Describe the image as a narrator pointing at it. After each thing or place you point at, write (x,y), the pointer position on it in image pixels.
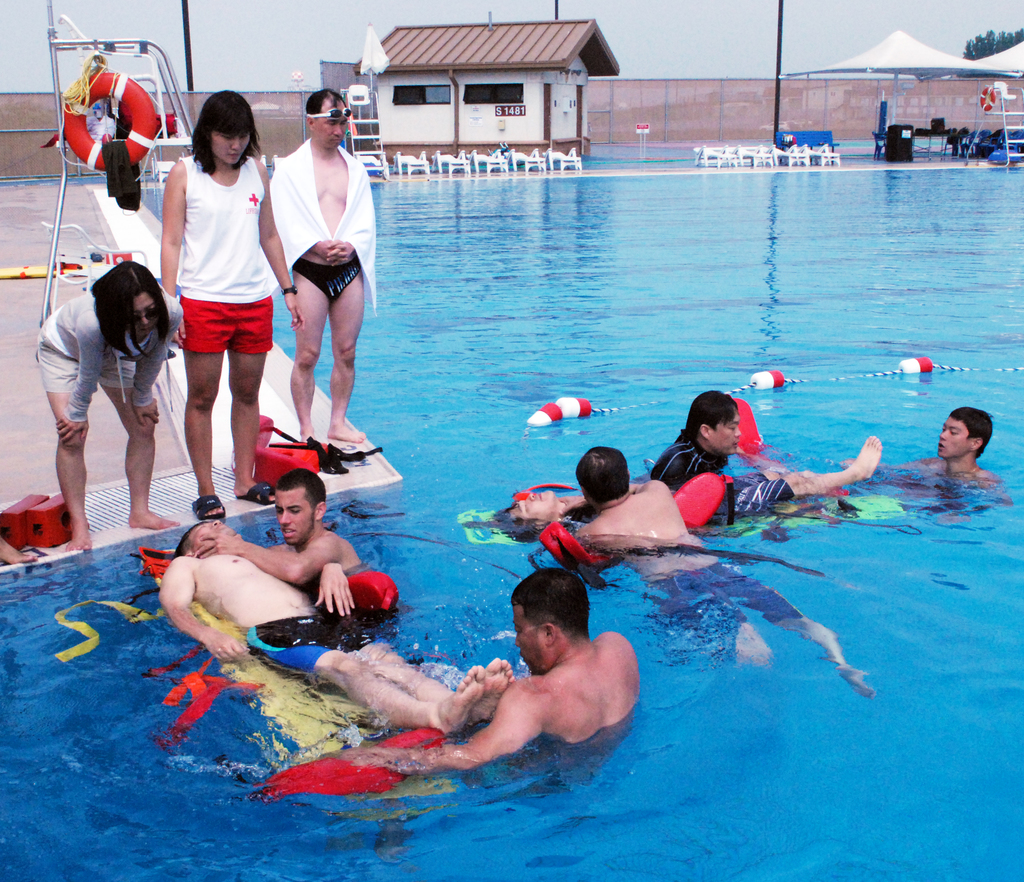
In this picture we can see people (320,640) in the swimming pool (452,617). On the left side of the image (125,412), there are three persons (193,281), a lifebuoy (77,125) and some objects (78,94) on the platform (12,294). Behind the people (243,147), there are chairs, a house (494,115), poles (640,136), trees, another lifebuoy (987,108), wall (761,114) and some other objects (1010,60). At the top of the image (660,34), there is the sky (845,30). There are some objects (935,368) floating on the water (809,371).
